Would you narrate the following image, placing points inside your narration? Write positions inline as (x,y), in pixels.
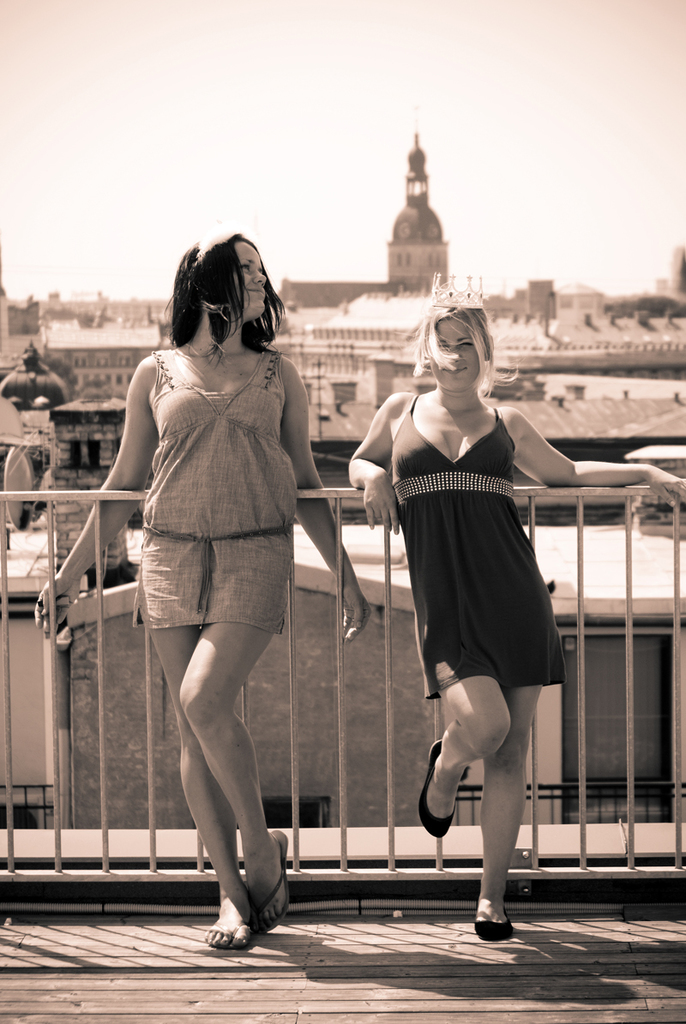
This is the picture of two ladies (288,469) standing in front of the fencing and behind there are some buildings (569,316) and houses (335,406).
